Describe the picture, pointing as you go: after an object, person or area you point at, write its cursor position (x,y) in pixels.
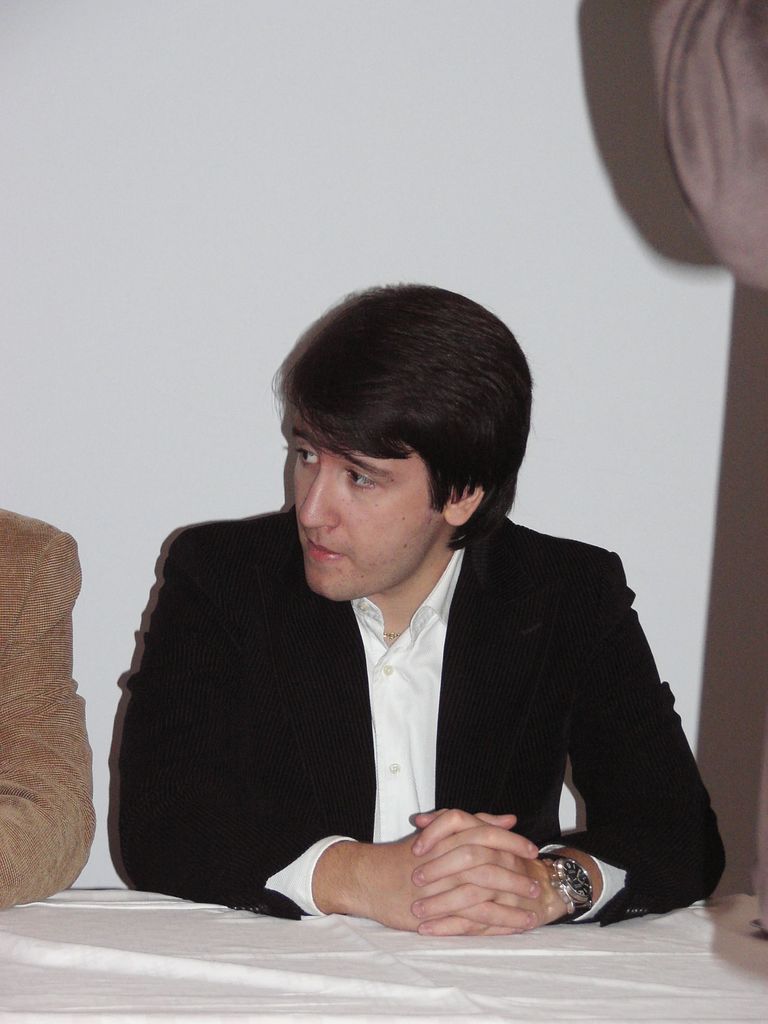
In this image a man (236,761) is sitting wearing black suit (300,718) and white shirt (380,691). Beside him we can see hands (69,639) of two persons (721,73). In front of him there is a table (69,985). The wall (655,337) is white in color.
